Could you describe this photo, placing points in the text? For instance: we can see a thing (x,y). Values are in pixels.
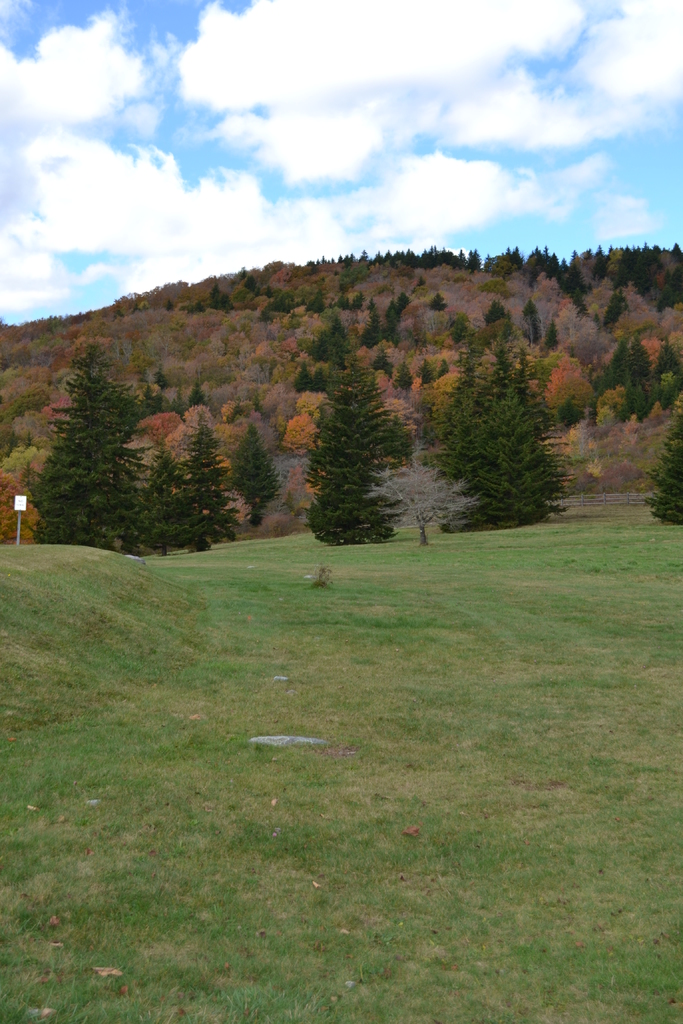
In this picture we can see some grass (328,664) and a few dry leaves (11,739) on the ground (266,555). There is a board (16,505) on the pole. We can see a few colorful trees (363,331) in the background (377,459). Sky (363,230) is blue in color and cloudy.
